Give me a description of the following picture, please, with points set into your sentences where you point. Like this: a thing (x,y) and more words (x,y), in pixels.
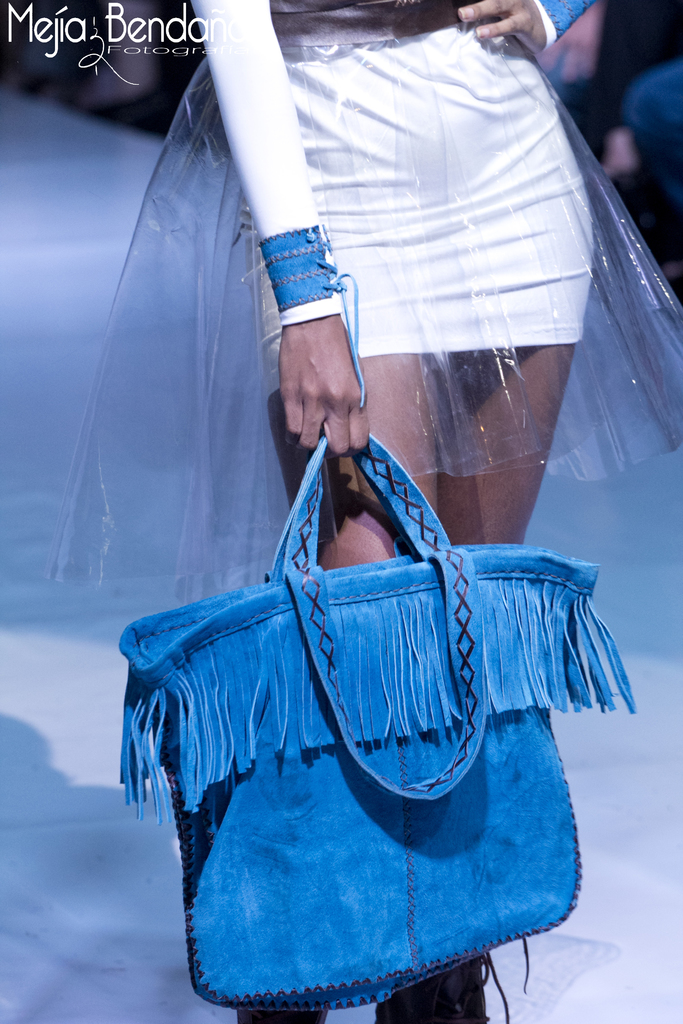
The women (367,184) wearing white dress (392,195) is holding a blue bag (406,712) in her hand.
